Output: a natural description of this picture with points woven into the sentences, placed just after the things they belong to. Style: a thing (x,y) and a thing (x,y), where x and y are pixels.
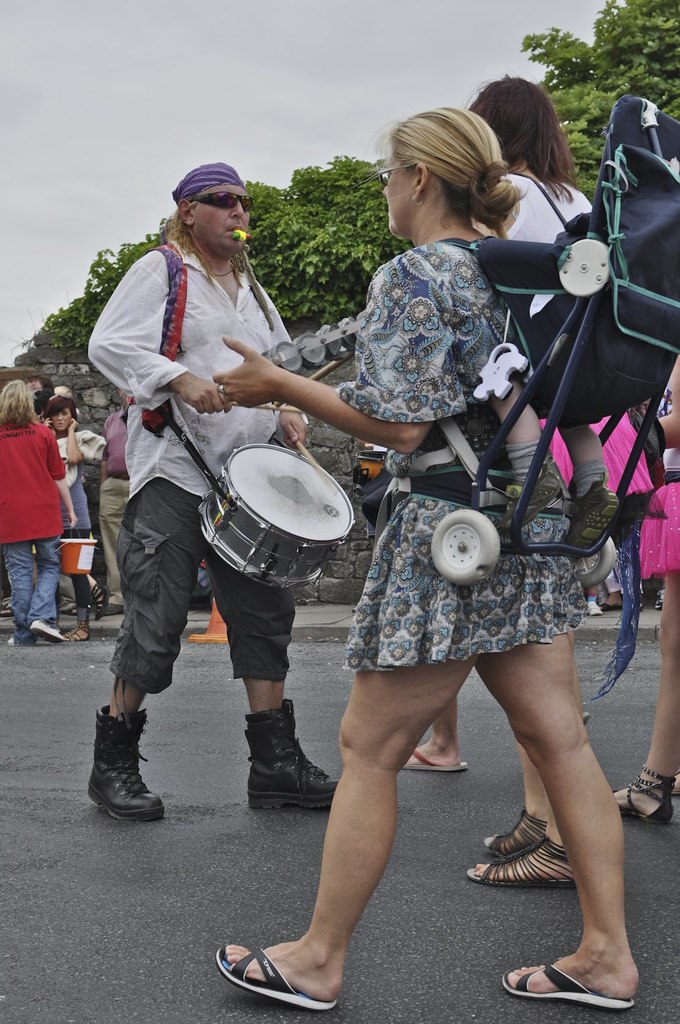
This is a picture taken in the outdoors. There are group of people (351,389) standing on a road (154,860) and playing some music instruments (281,490). Behind the people (123,431) there is trees (281,201) and sky (199,98).
